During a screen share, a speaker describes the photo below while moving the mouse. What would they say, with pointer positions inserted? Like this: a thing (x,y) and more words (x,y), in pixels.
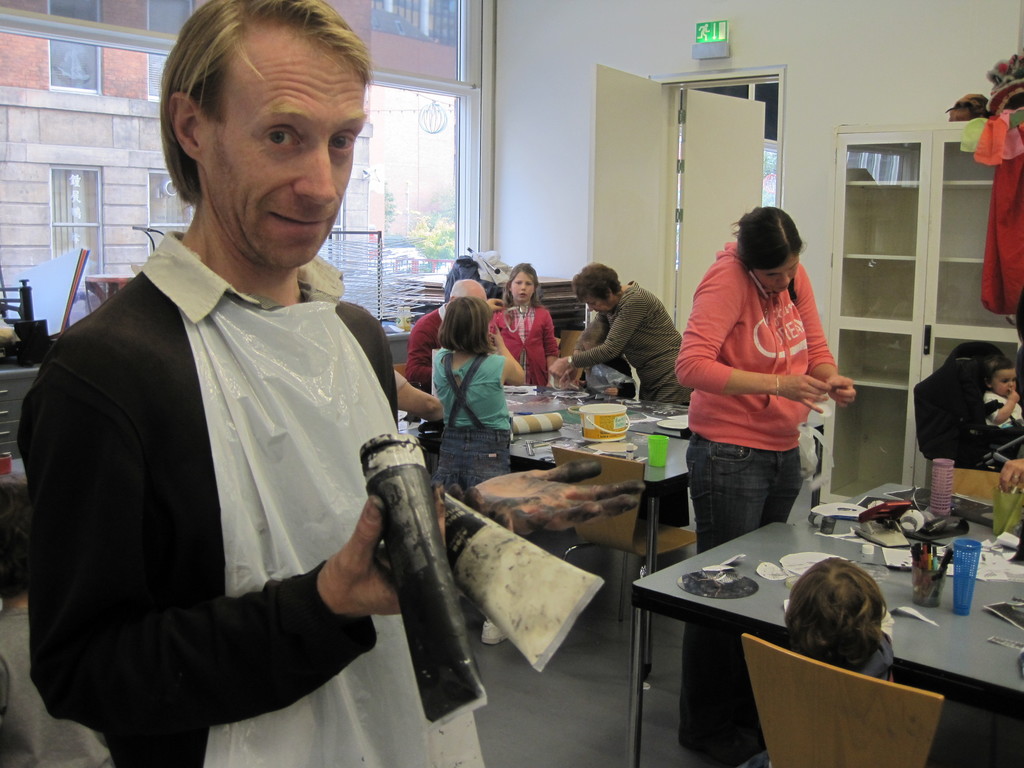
In this image, we can see few peoples (355,530) are standing. And the left side of the image (261,477), man (297,473) is holding a tube (423,548). And he wear a white apron (269,458). Here we can see few chairs (816,674). Here kid (850,649) is sat on the chair (843,726). There are 2 tables (659,478) in the room (682,511). On top of it, we can see pens stand (932,574), paper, photo (1007,601), holder (962,562), here bucket (623,432), cloth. Another baby (1001,423) is sat on the stroller (989,429). Here we can see glass cupboard (907,262) and sign (697,38) here, white door (621,159). We can see a white color wall (529,199). Behind the people (251,457), we can see glass windows (399,169). The background (86,134) we can see a building (110,154). Orange color here. Here we can see gray color cupboard (12,415).
